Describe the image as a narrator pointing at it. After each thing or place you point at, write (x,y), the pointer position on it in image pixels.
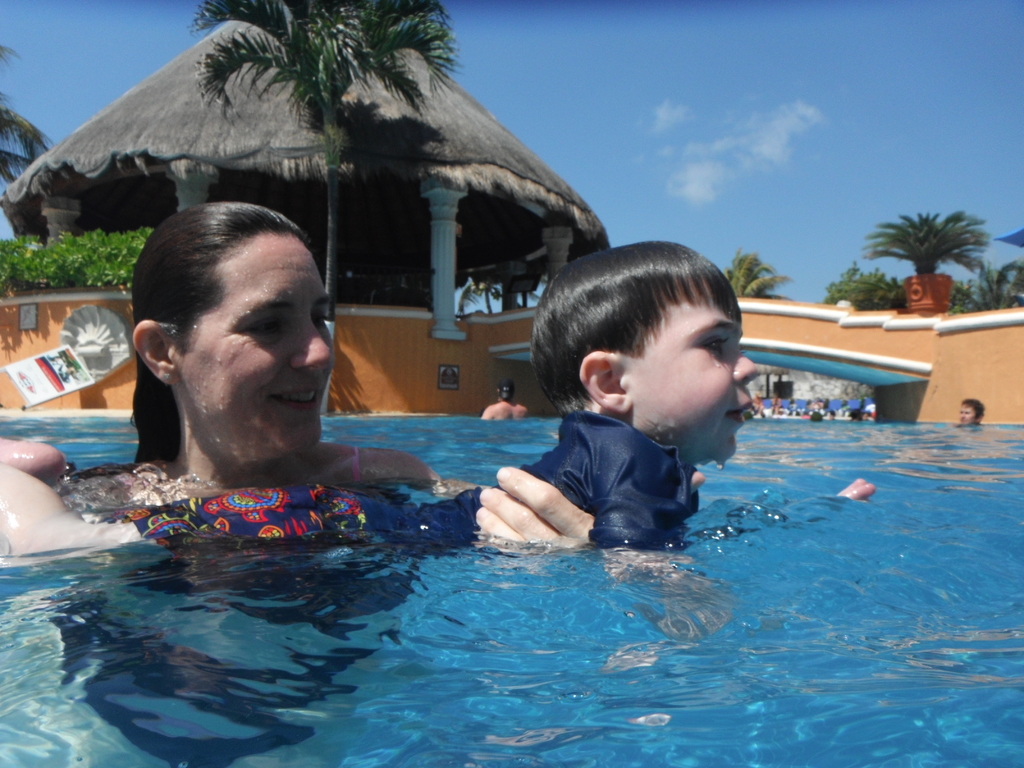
Here I can see a woman (234,483) is holding a boy (719,419) in the hands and swimming in the pool (309,675). In the background (405,359), I can see a wall (394,355), some trees (468,285) and a hut (147,132). On the top of the image (772,83) I can see the sky (704,80).
